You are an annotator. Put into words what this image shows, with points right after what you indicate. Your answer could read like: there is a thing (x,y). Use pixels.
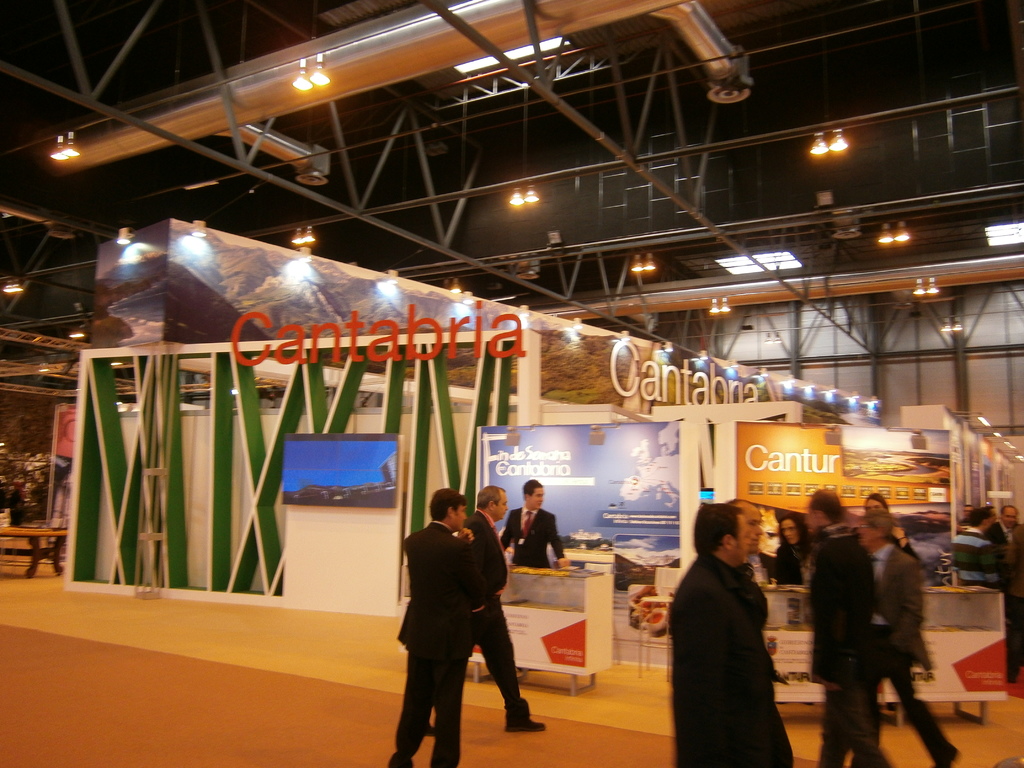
In this image I can see number of persons (730,635) wearing black outfits (739,643) are standing on the ground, few banners (586,484), a screen (315,474), few benches (51,532), few boards (619,393), the ceiling (619,193), few metal rods (622,147) and few lights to the metal rods (381,166).
